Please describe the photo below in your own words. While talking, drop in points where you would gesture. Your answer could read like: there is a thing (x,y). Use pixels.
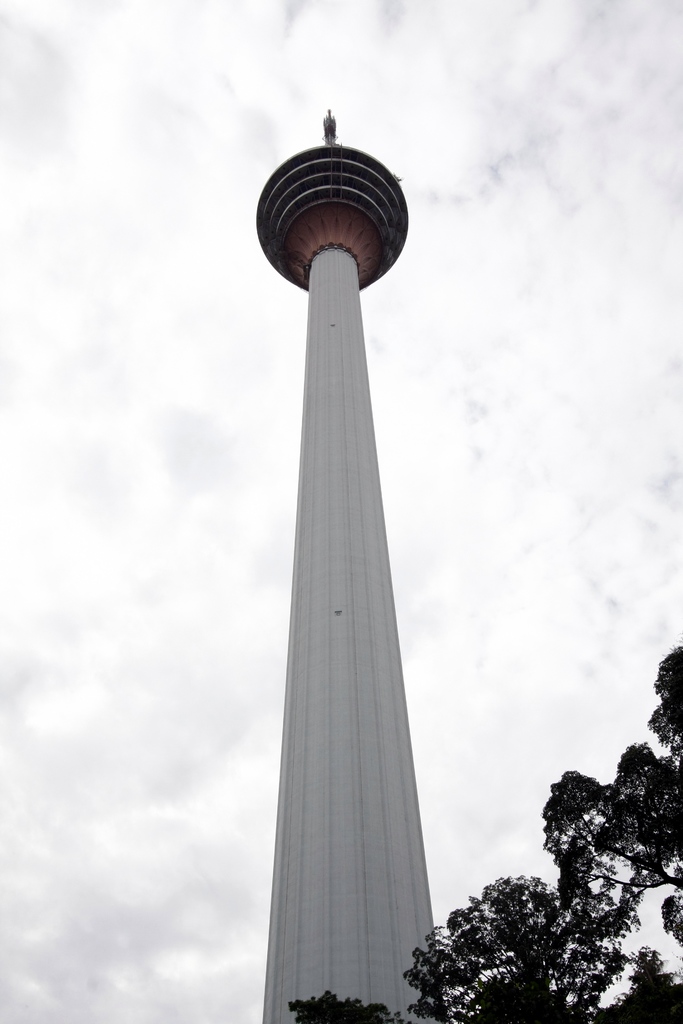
In the center of the image (340,648) there is a tower (327,243). On the right (618,816) there is a tree (614,832). In the background (516,364) there is sky (93,447).
